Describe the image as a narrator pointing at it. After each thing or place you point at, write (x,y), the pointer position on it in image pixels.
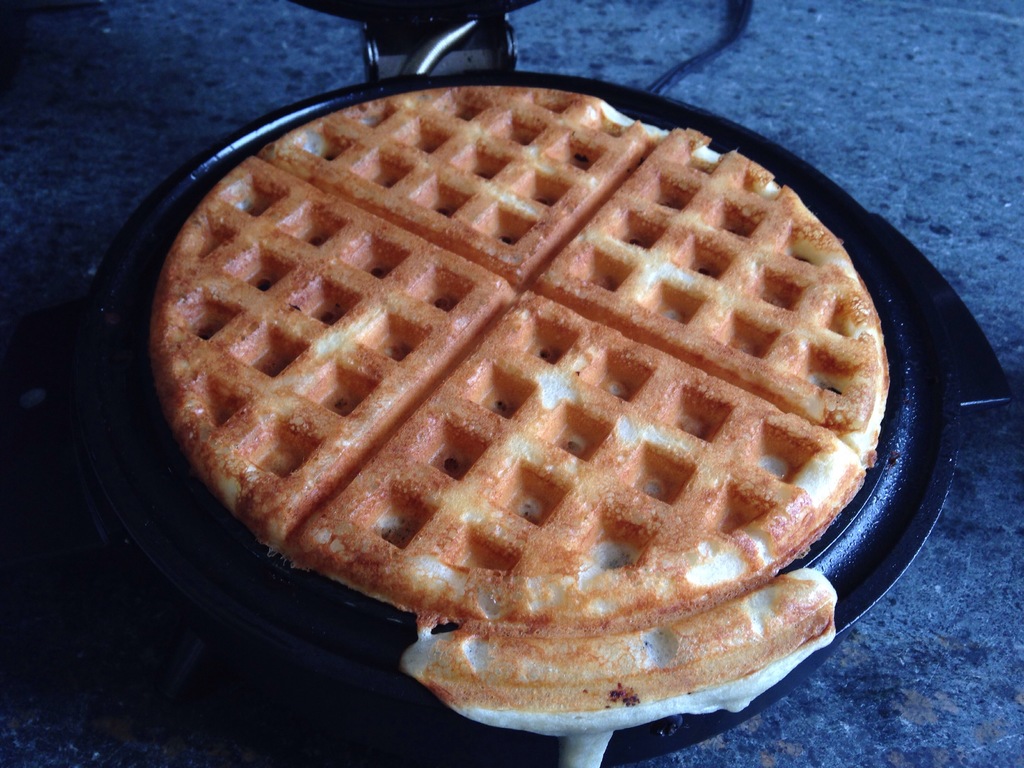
In this picture there is food (471,220) on the pan (331,681). At the bottom (987,529) there is a marble (857,73) and there is a wire (702,56).
